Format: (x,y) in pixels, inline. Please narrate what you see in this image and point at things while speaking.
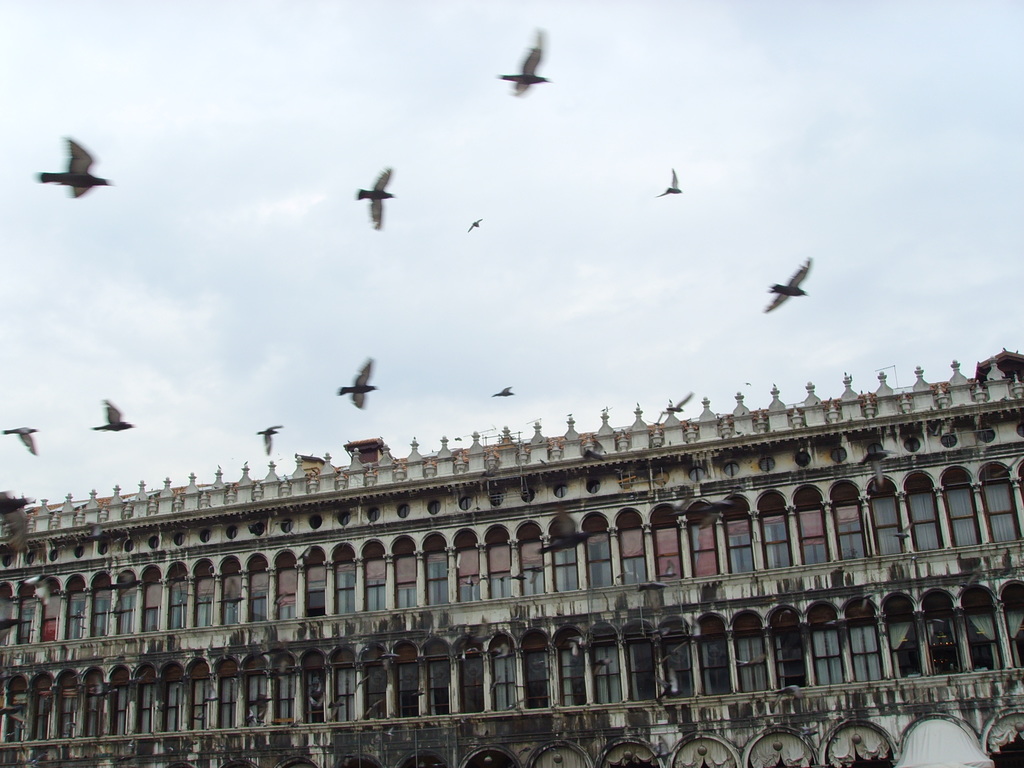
In this image there is a building (366,591) and there are few birds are in the sky (498,134).
